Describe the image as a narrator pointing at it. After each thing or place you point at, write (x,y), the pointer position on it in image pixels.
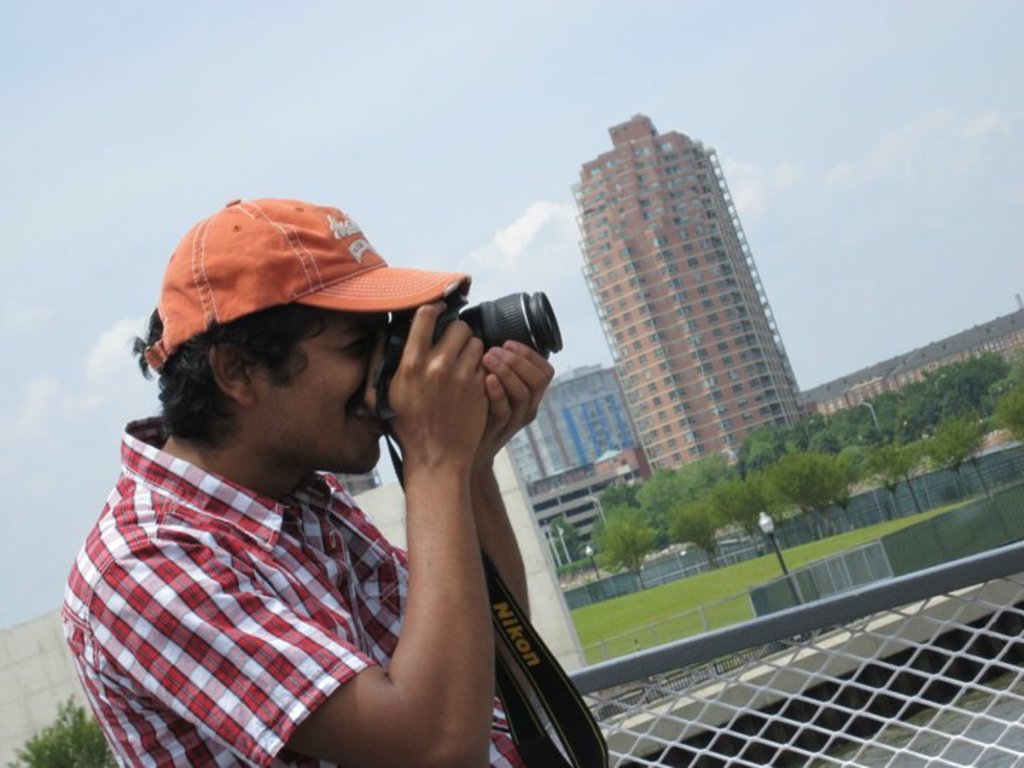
A person (365,452) is standing wearing an orange cap (244,248) and holding a camera (528,341) in his hand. Behind him there is fencing (944,593), trees (690,485) and buildings (657,377).
